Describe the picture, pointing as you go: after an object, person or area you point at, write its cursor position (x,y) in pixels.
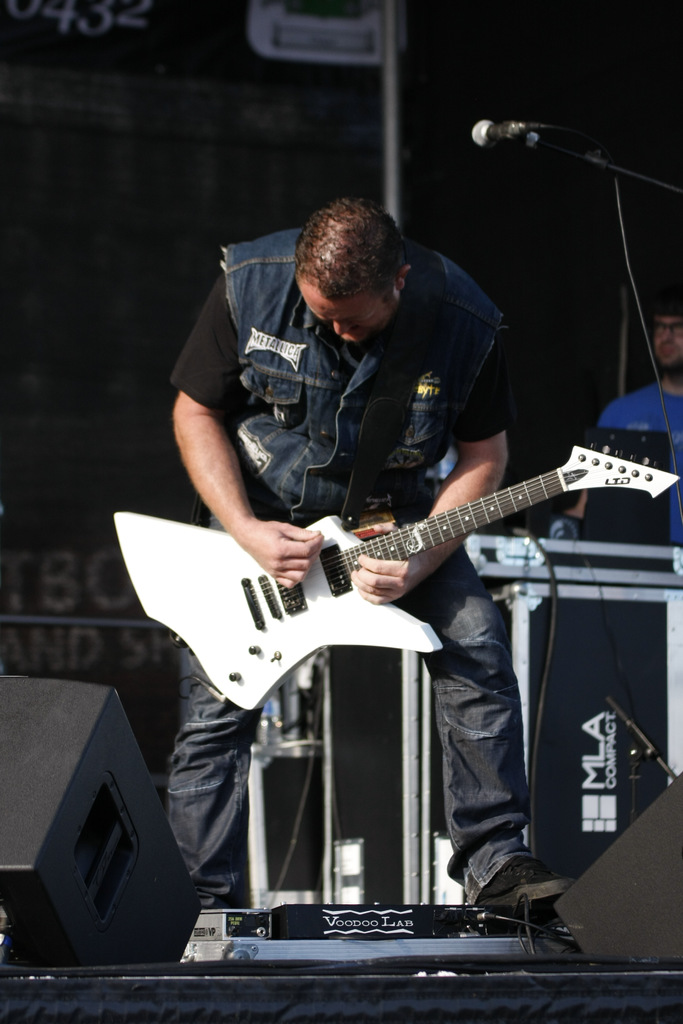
In this image, I can see a man (451,792) standing and playing a guitar (386,616). On the right side of the image (672,377), I can see a person (632,411) standing. Behind the man (465,552) there is a mike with a mike stand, a pole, box (538,577) and few other objects (369,875). At the bottom of the image (362,920), I can see the speakers (613,924) and an object (471,955). In the background (137,86), I can see a board (1,340).
